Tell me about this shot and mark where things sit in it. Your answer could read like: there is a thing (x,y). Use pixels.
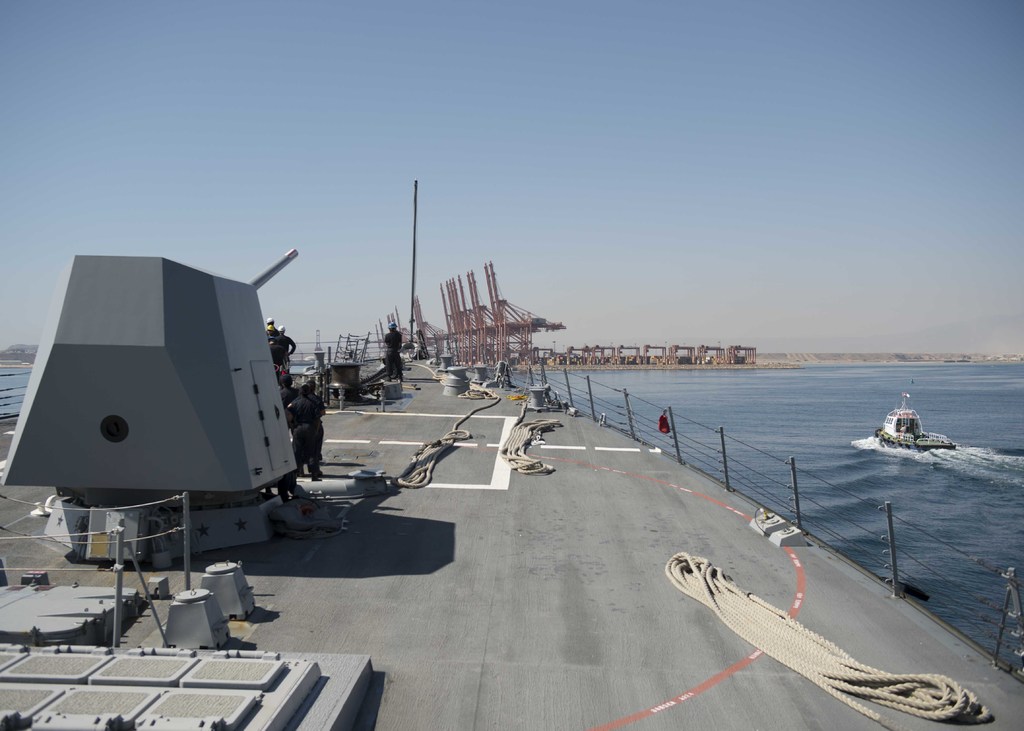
In this picture we can see there are groups of people (289,339) on the ship (339,498) and on the ship (397,509) there are ropes (470,389), fence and other items (366,382). On the right side of the ship (409,522) there is a boat (884,442) on the water (880,447). In front of the ship (501,377) there are some objects (633,355) and a sky (636,160).
